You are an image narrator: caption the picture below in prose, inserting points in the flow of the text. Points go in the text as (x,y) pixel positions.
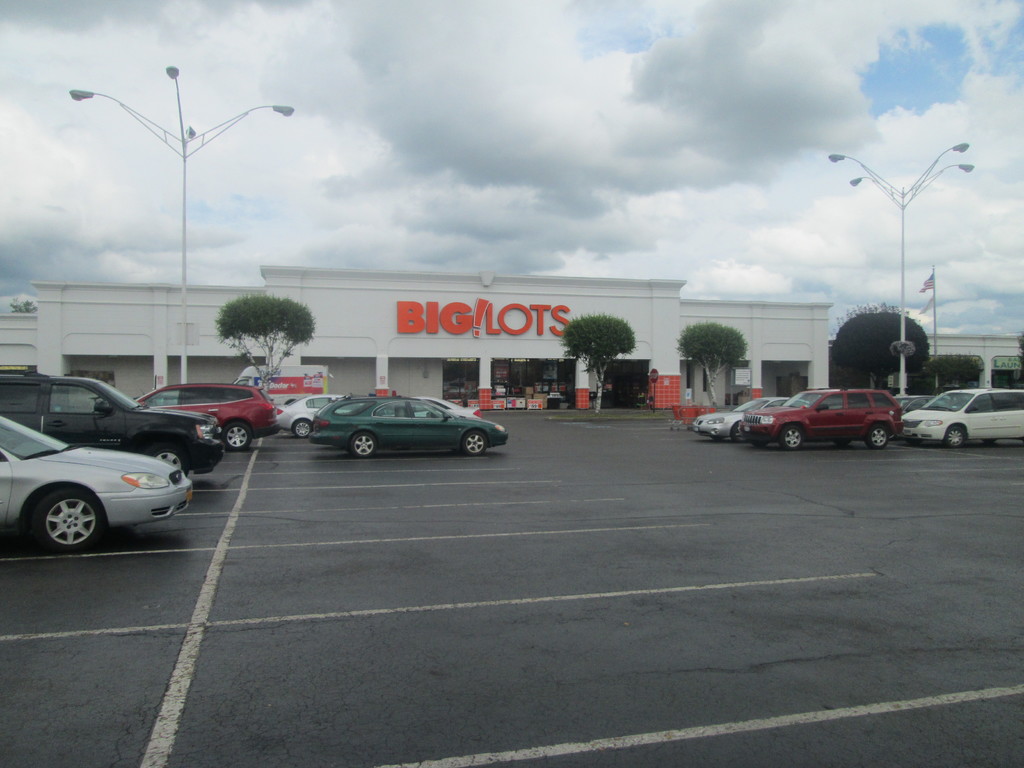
In this image we can see few trees (864,339), street lights (903,297), flag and few cars (65,478) parked on the road (854,471) in front of the building (508,362) with text (432,313) and few object (526,393) inside the building (535,374) and the sky (549,134) with clouds (719,47) on the top (566,90).
